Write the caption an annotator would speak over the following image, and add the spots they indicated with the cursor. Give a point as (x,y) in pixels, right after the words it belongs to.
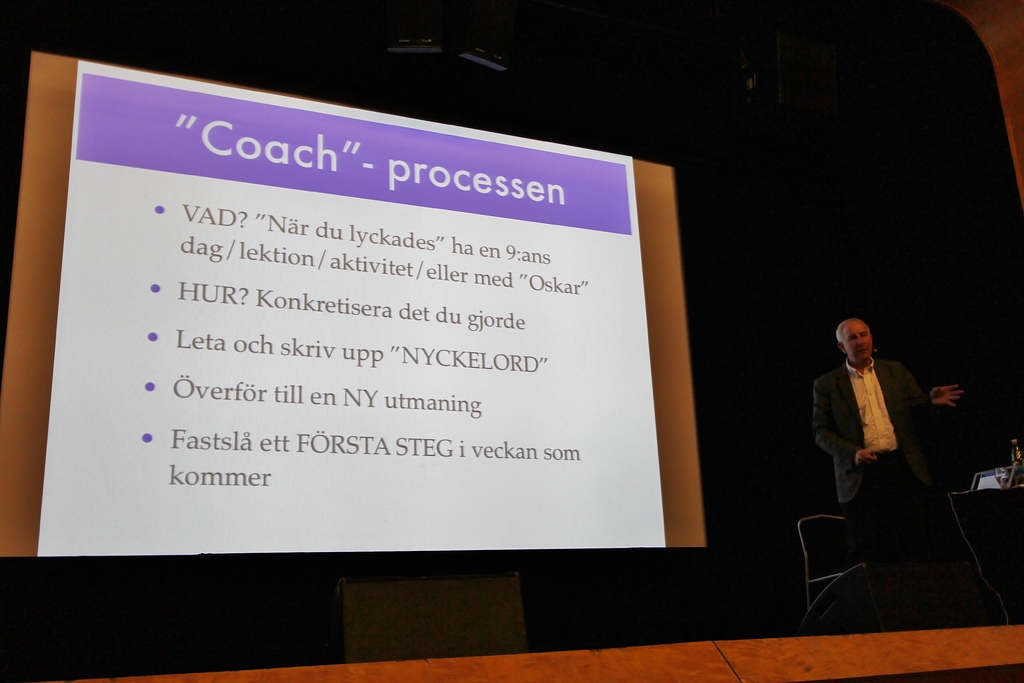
In this picture we can see a man (888,465), he is standing, beside to him we can see a chair (806,563) and a projector screen (458,359).
